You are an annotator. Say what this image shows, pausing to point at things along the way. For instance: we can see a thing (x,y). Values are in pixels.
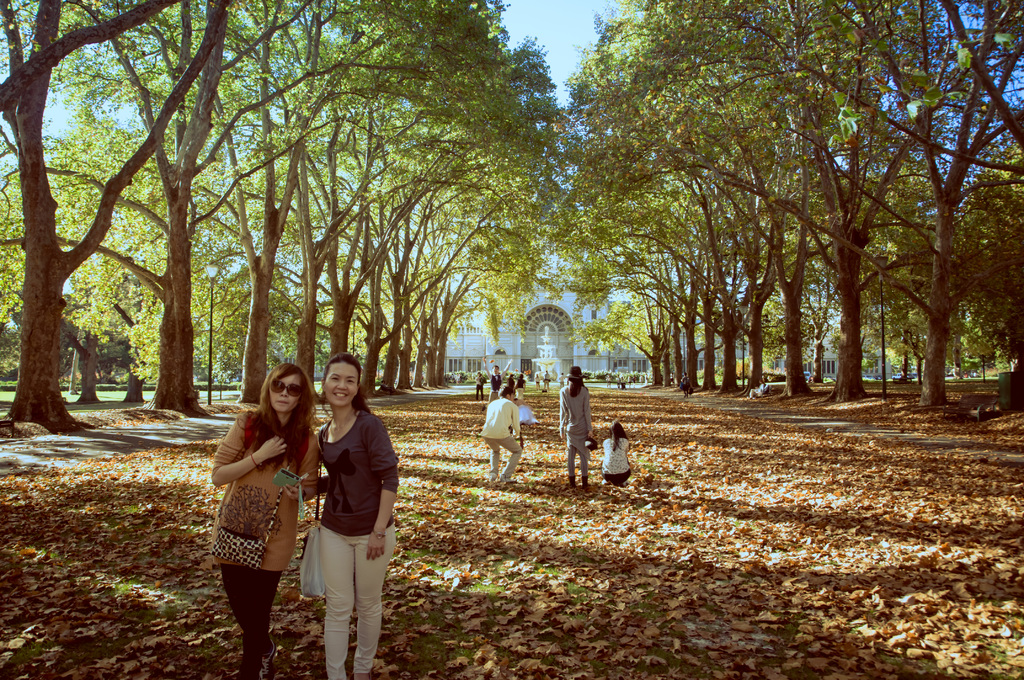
In this image we can see people (510,448). There are trees (501,233). In the background of the image (480,334) there is a building (602,334). At the bottom of the image (506,603) there are dry leaves (595,609).
